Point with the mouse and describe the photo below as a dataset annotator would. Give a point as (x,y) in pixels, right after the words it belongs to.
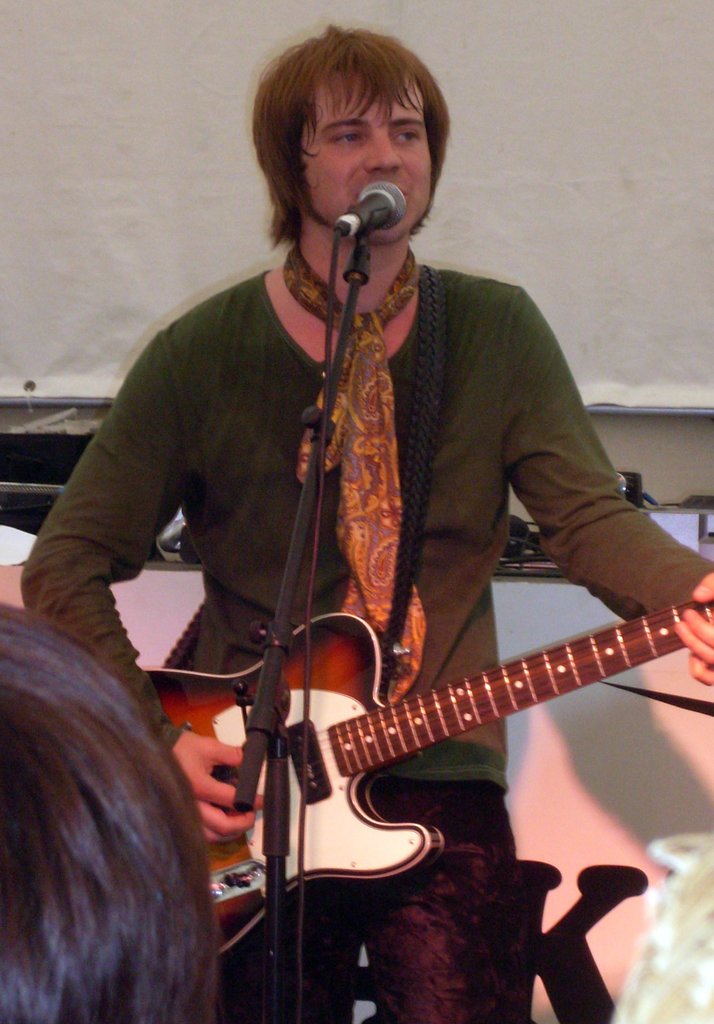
This picture shows a man (337,584) playing a guitar (333,718) in his hands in front of a mic (350,227) and a stand (258,718). In the background (213,268) there is a wall (499,158).
